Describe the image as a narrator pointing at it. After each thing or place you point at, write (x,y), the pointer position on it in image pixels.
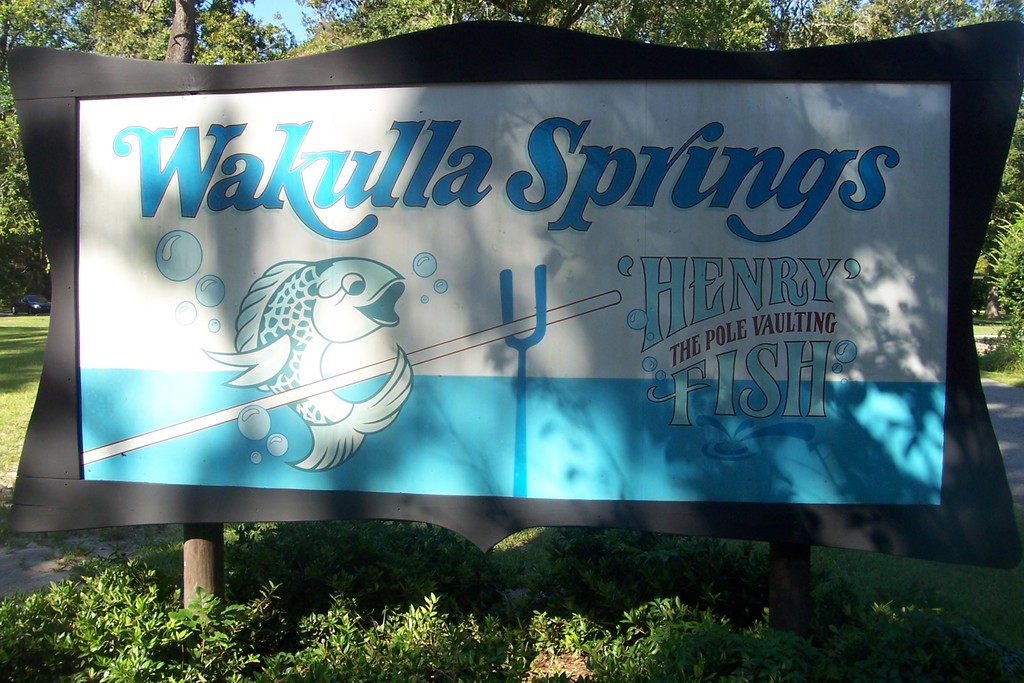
In the center of the picture (560,246) there is a board (370,479). At the bottom (249,595) there are plants (356,602). In the background (258,48) there are trees (48,279), grass (36,329) and a car (39,303).
